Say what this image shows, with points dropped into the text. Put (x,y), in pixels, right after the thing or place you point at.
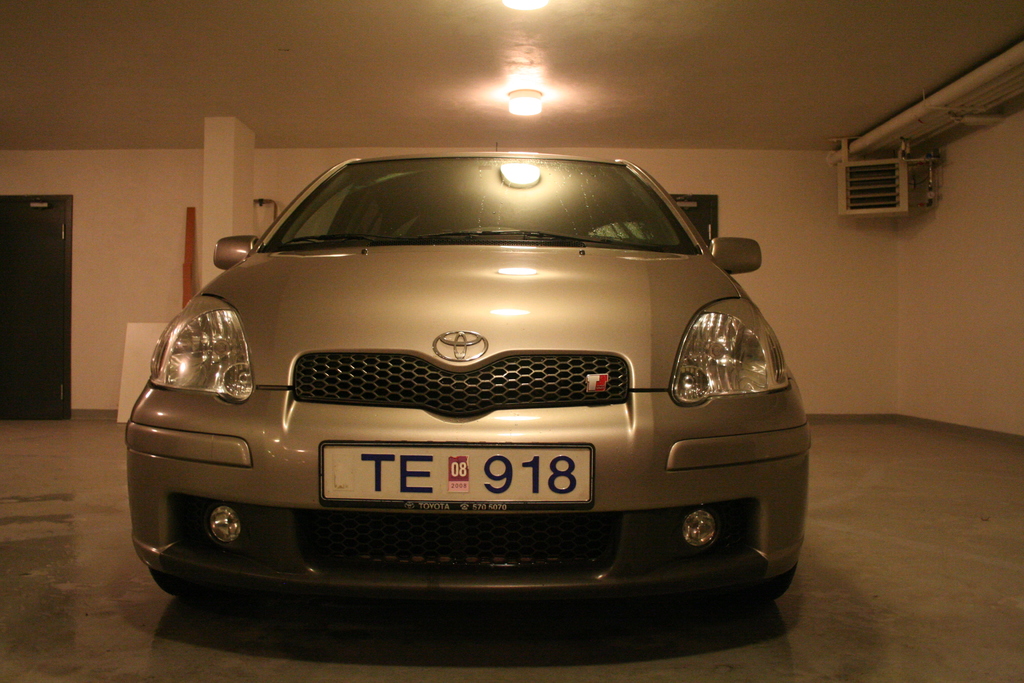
As we can see in the image there is a car (445,252), light (534,94), white color wall (135,183) and a door (24,262).
